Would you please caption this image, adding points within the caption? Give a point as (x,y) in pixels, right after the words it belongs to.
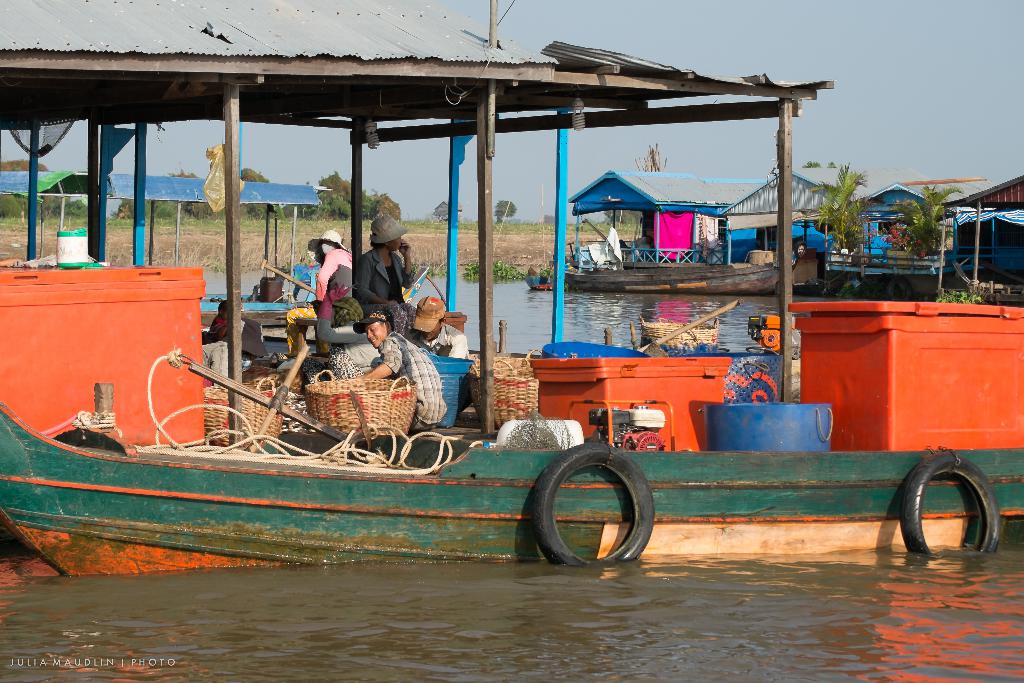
In this image we can see boats (144,505) are floating on the water (777,304) in which we can see few things (733,402) and people (377,312) are sitting. Here we can see trees (937,233), ground (274,251) and the sky (986,138) in the background (575,156).
